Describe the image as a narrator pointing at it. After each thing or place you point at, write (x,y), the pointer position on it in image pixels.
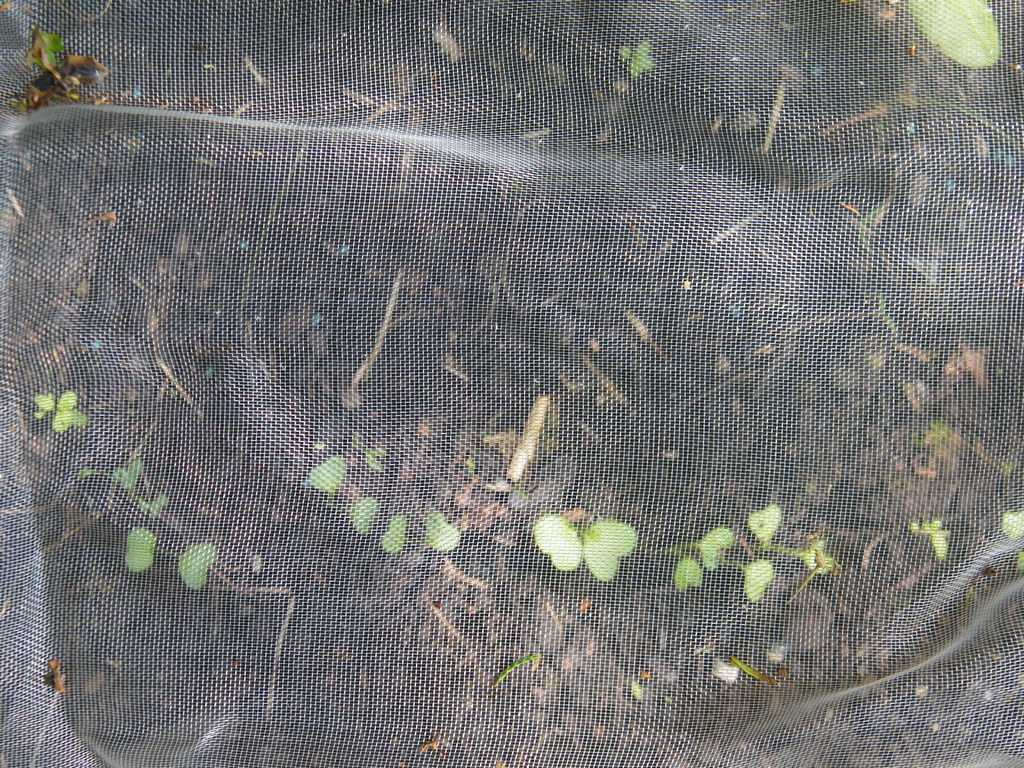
In this image I can see the plants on ground (581,499) through a fabric mesh (637,490).
